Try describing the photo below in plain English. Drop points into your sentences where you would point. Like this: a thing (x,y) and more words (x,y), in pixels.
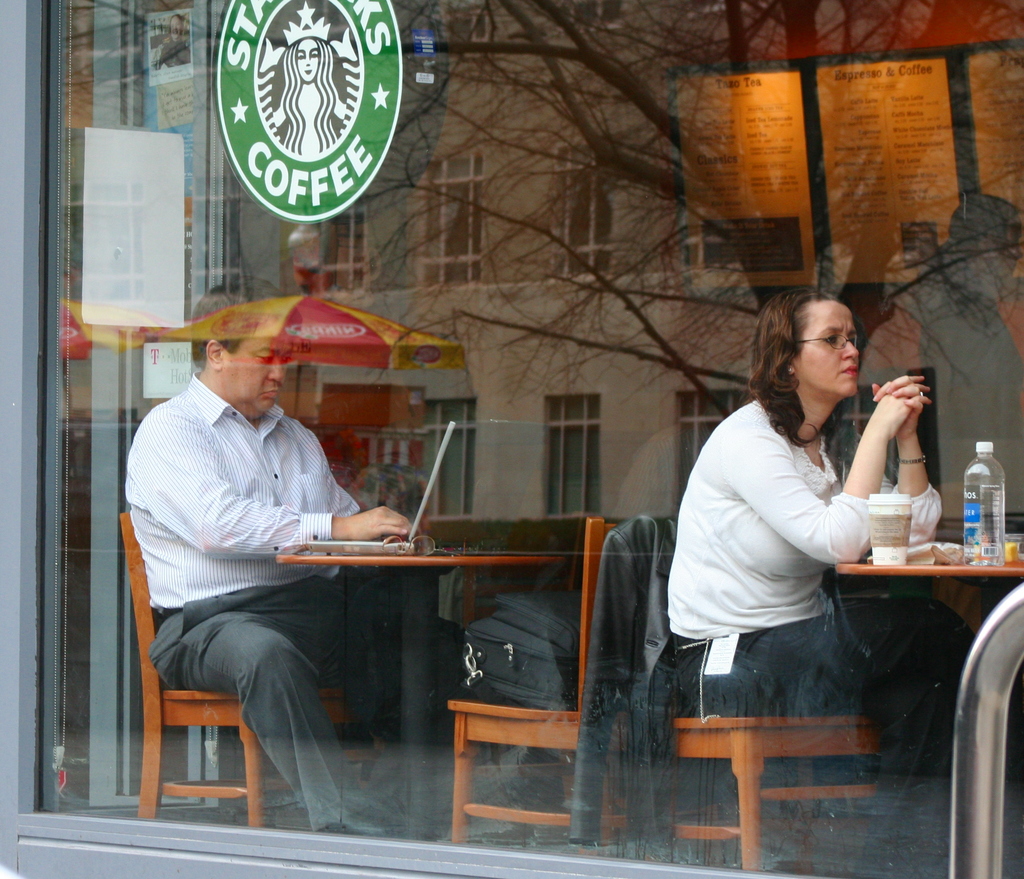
Here in the right side (900,416) we can see a woman (684,661) sitting on a chair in front of a table (862,567) having cup of coffee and bottle of water (981,505) present in front of her and behind her on the left side (315,612) we can see a man (301,485) sitting on a chair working on his laptop (339,549) and these both are sitting in Starbucks Coffee shop (298,227).
